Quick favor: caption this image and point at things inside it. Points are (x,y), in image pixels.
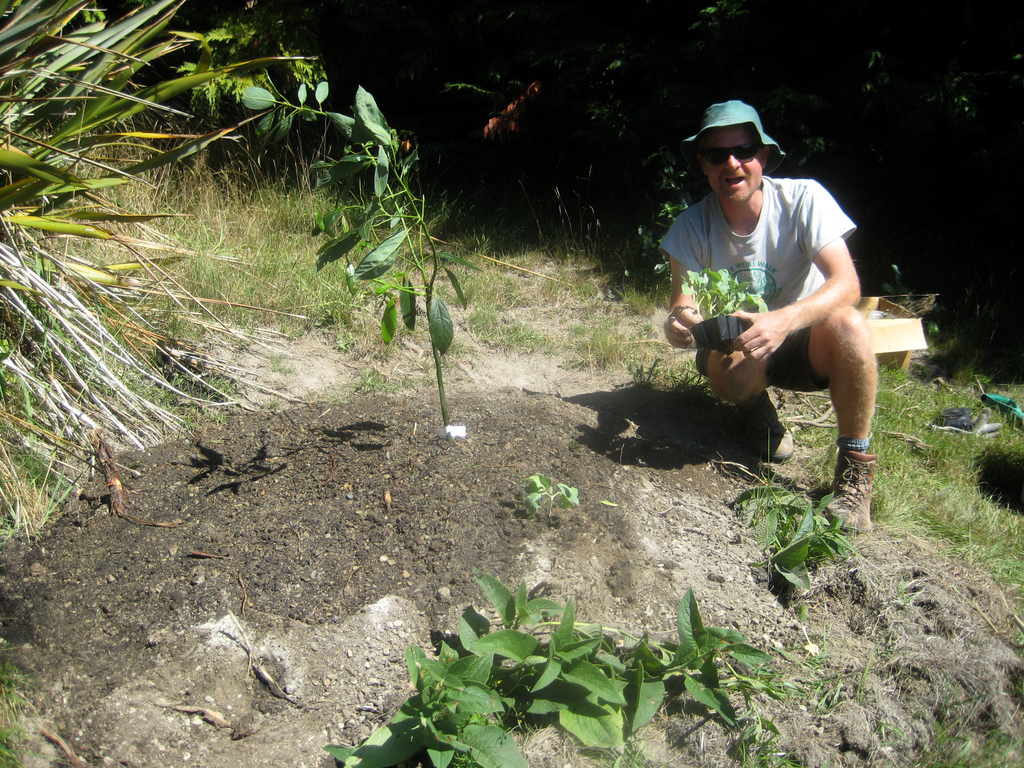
In this image we can see a person (807,344) wearing a hat (707,116) holding a plant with a pot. We can also see some grass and the plants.
